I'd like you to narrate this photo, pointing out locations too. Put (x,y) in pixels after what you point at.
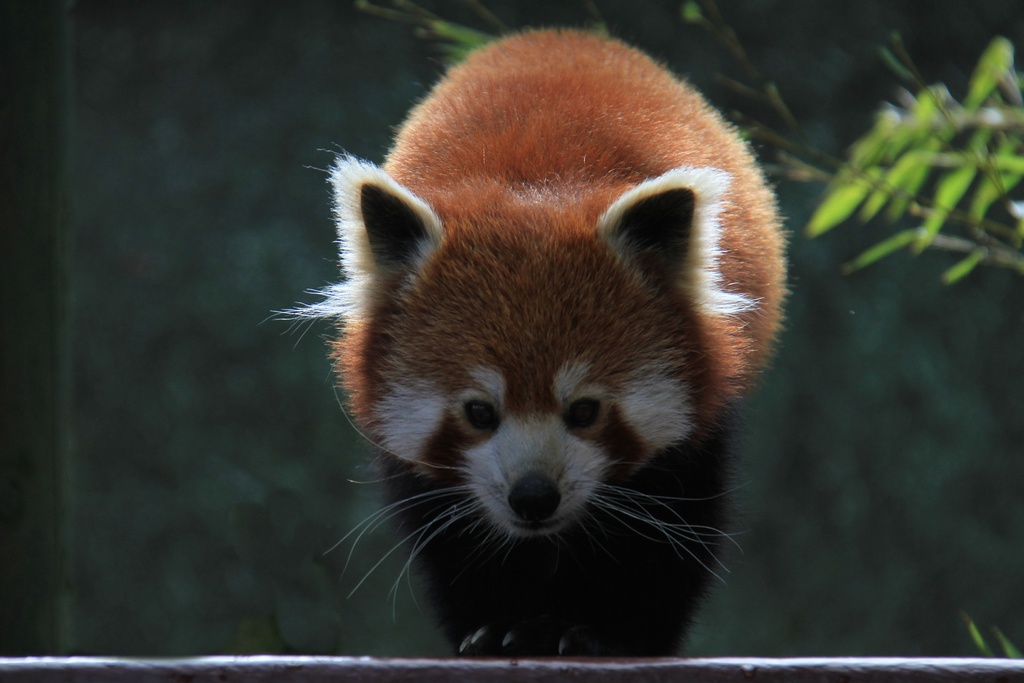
There is a picture of a red panda (493,296) as we can see in the middle of this image (648,349). There are some leaves (901,174) of a plant (962,172) on the right side of this image (899,172).
